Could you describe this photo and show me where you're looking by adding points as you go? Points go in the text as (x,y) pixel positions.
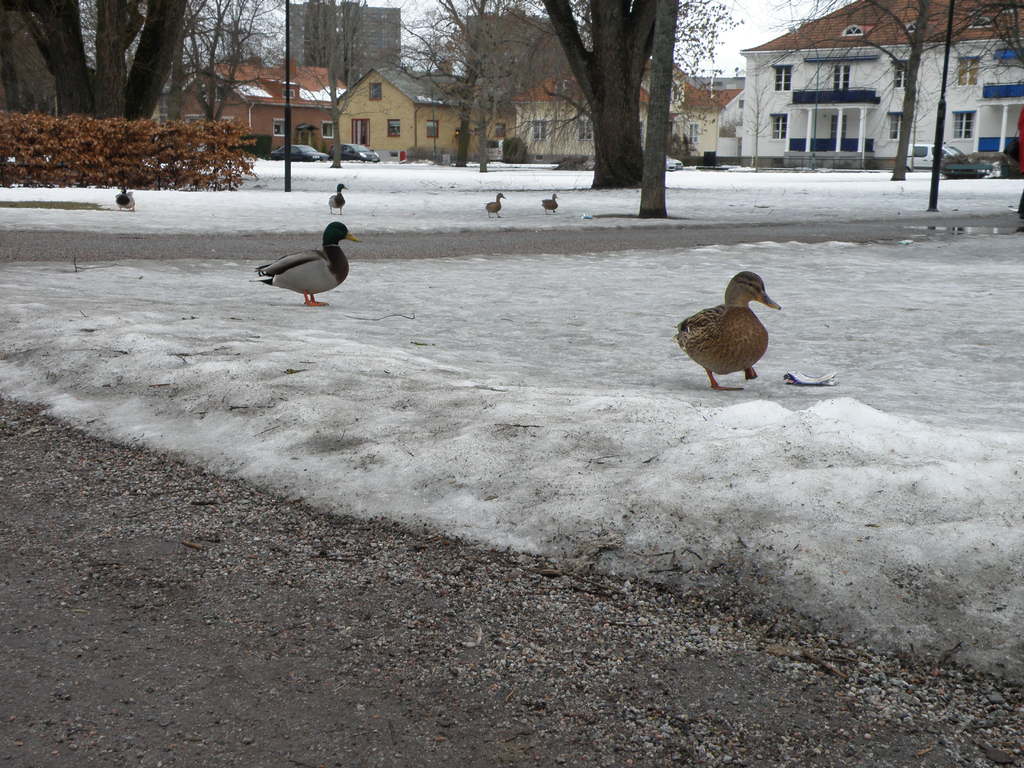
In this image I can see few birds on the ground (540,315). I can see few trees (671,54). In the background (1000,76) I can see few buildings (455,123). I can see the sky (781,11).
